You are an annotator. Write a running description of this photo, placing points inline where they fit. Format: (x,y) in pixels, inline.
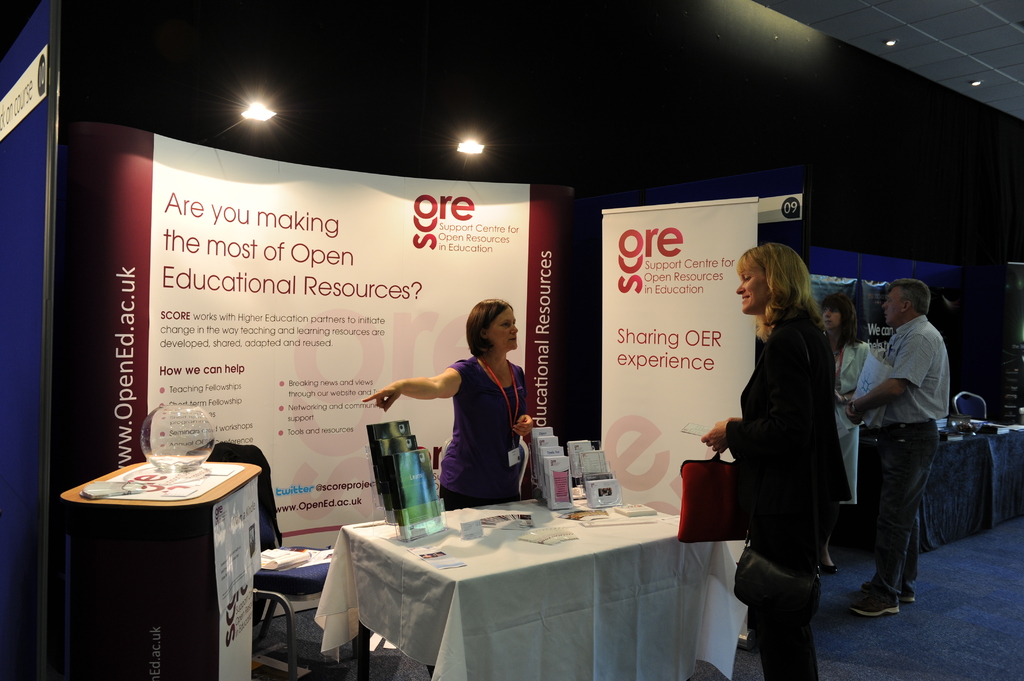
In this picture we can see three woman (785,322) and one man (893,487) standing here woman (512,363) saying something and in front of her there is table (516,548) and on table (582,505) we can see cards (466,533), papers (419,511), boxes (416,475) and in background (375,241) we can see banner (397,203), lights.
